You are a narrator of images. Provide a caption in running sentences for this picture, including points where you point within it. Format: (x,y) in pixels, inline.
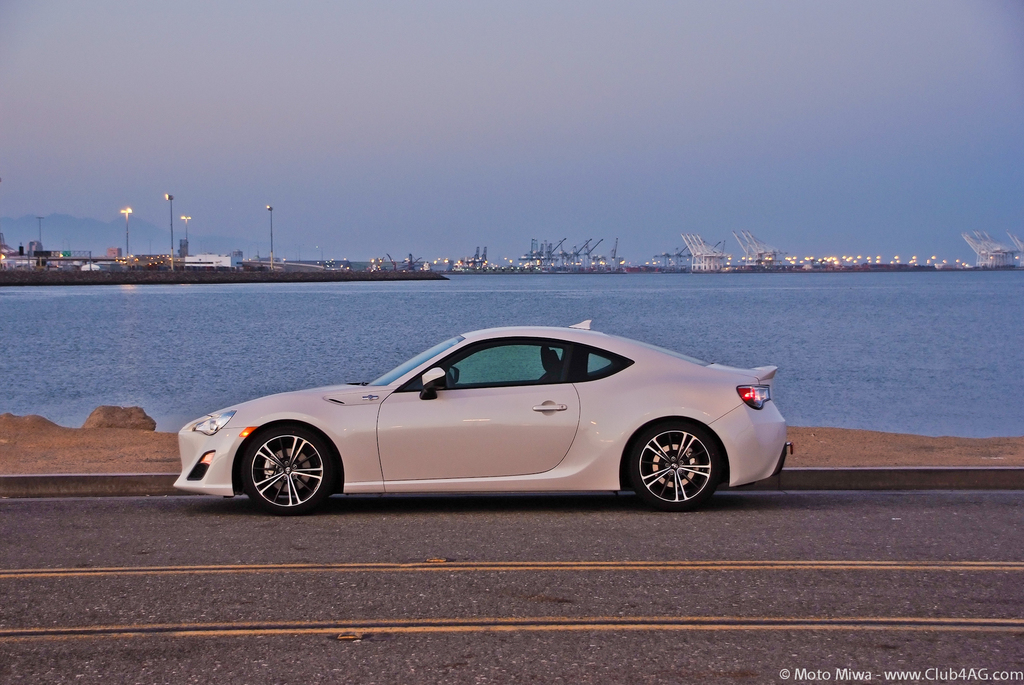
This image is clicked on the road (636,612). There is a car (472,455) parked on the road (864,587). Beside the road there is the ground (107,446). Beside the ground (129,436) there is the water (418,315). In the background (576,259) there are lights (317,262), houses (344,262) and mountains (139,224). At the top (811,129) there is the sky (877,239). In the bottom right (805,674) there is text (889,674) on the image.
